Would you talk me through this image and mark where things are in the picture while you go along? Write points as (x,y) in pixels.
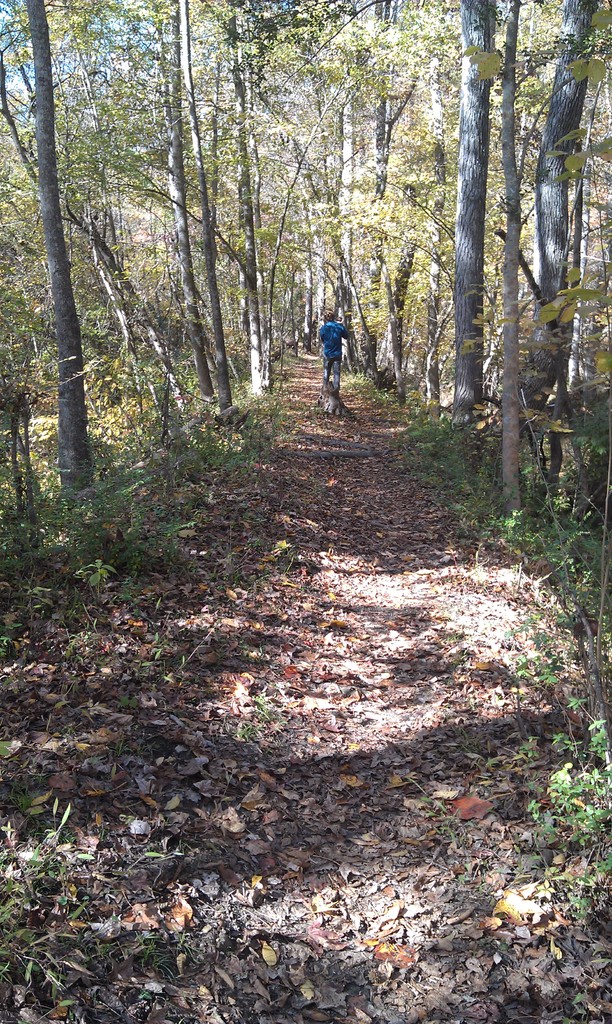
In this image, we can see a person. There are a few trees (212,317), plants (439,421). We can see the ground (316,754) with dried leaves (262,627).
